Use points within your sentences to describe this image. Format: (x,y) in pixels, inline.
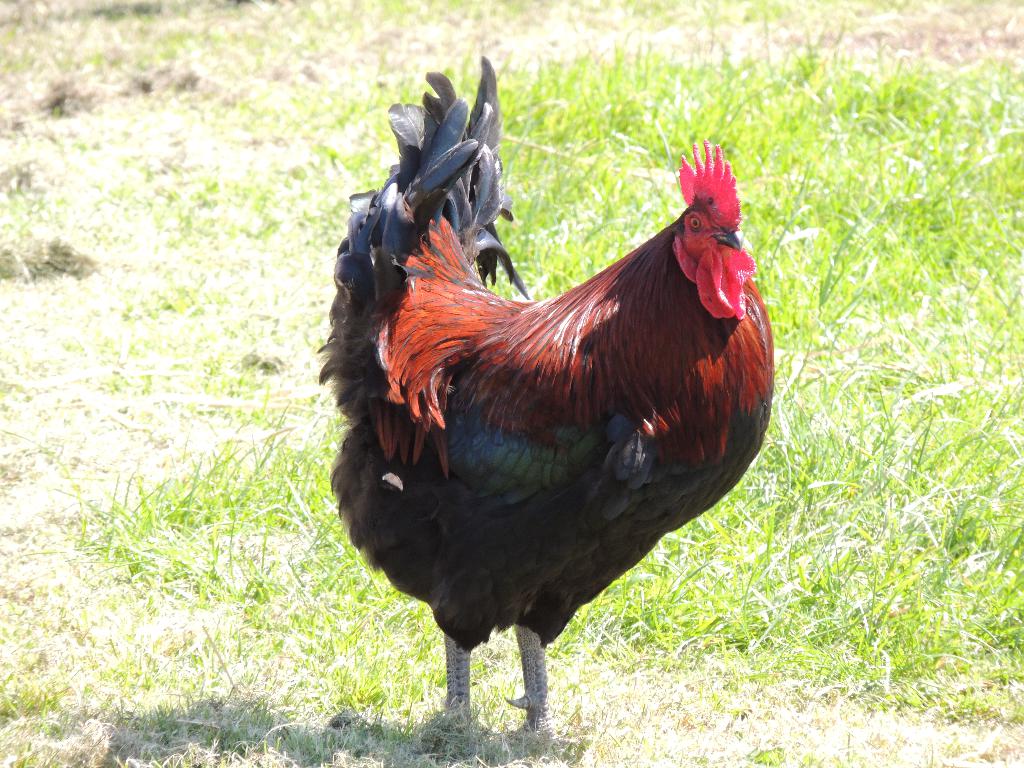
In this picture, we see the cock (681,406). It is in brown and black color. At the bottom (366,589), we see the grass (310,279) and it is a sunny day.
